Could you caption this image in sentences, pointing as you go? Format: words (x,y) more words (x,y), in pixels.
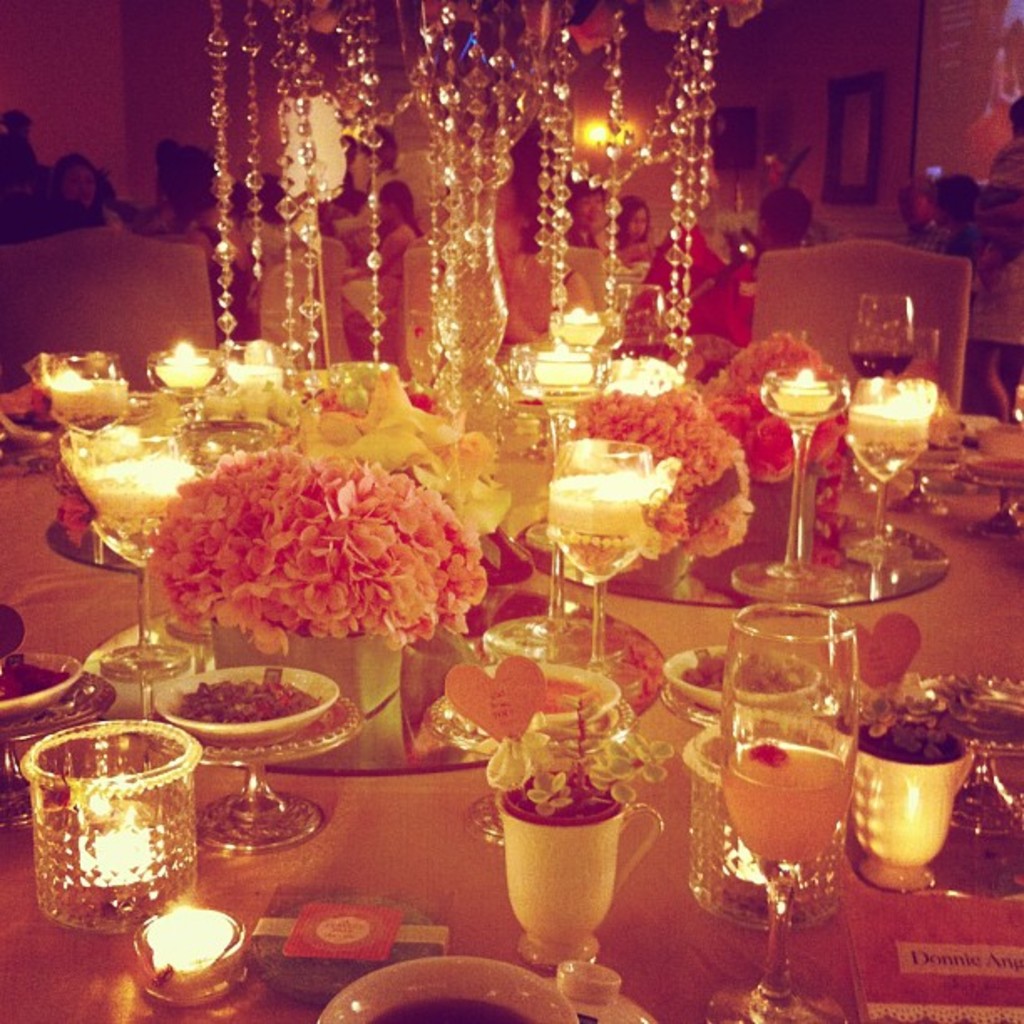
In this picture we see people (530,204) seated on the chairs (146,254) on the side and we see few glasses (599,545) candles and flowers (406,583) and plates (981,698) and few bowls (494,1017) on the table (23,516) and we see a chandelier light (697,24).
